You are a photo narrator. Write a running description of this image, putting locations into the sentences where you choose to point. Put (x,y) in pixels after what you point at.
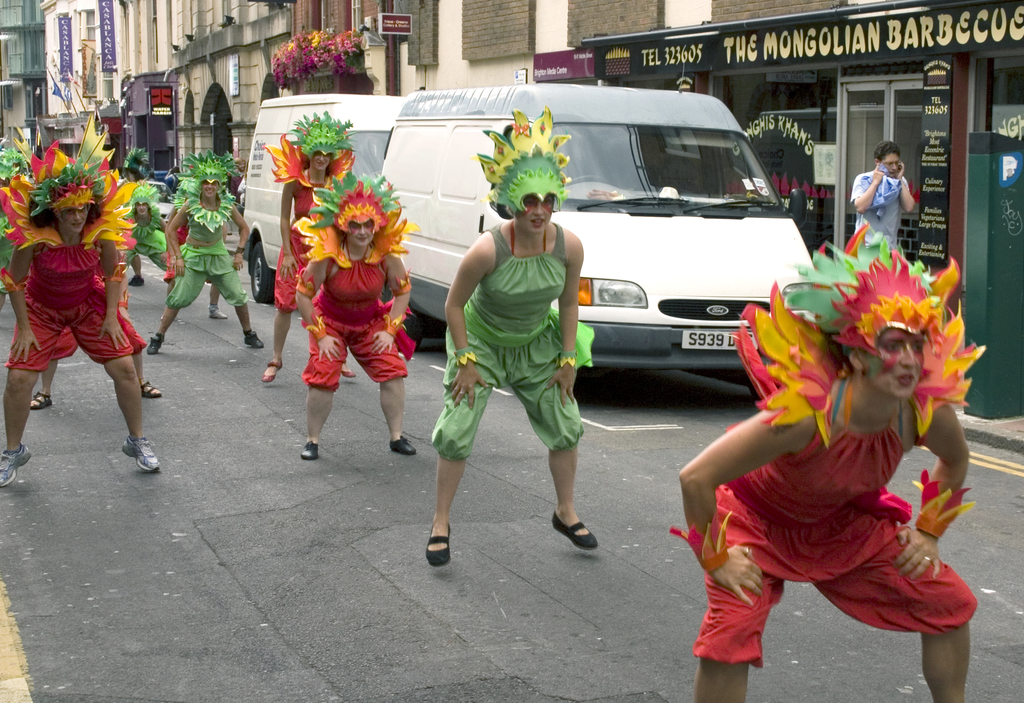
In this image I can see there are few persons (114,193) wearing colorful costumes (162,265) visible on the road (294,467), on the road (294,467) there are few vehicles (580,162) kept, at the top (111,53) there are buildings (134,63), on the wall (445,47) of the building (805,47) there is a text (841,33), person (895,153) visible in front of the building (912,157) there are some boards (89,64) attached to the wall (441,73) of the building (227,82).
